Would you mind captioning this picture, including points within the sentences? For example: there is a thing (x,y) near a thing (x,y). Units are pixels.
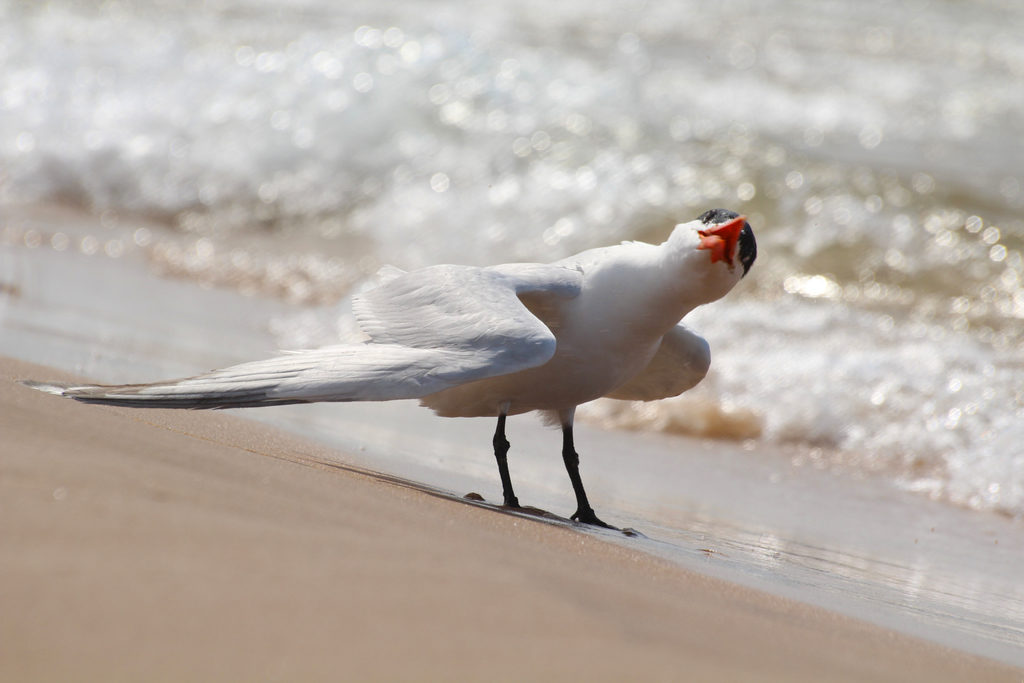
In this image in the center (561,360) there is bird (551,340) standing on the ground (529,451). In the background (525,150) there is water (635,147).
